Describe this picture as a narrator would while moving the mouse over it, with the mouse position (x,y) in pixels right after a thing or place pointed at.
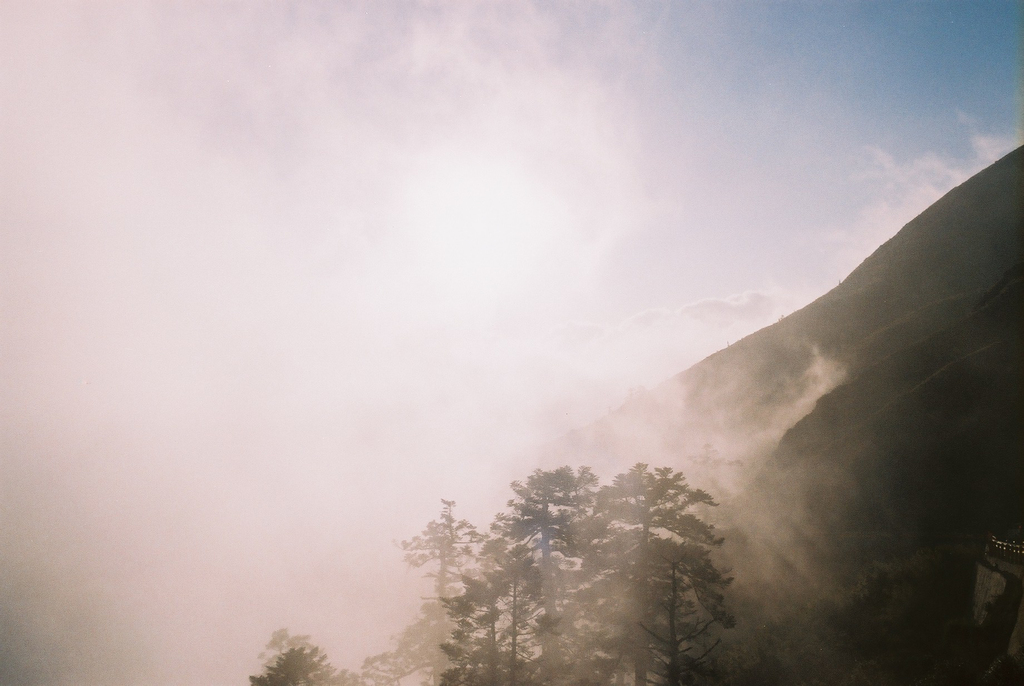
In this image I can see few trees (644,516), mountains (1002,309) and fog (265,354). The sky (780,141) is in blue color.
